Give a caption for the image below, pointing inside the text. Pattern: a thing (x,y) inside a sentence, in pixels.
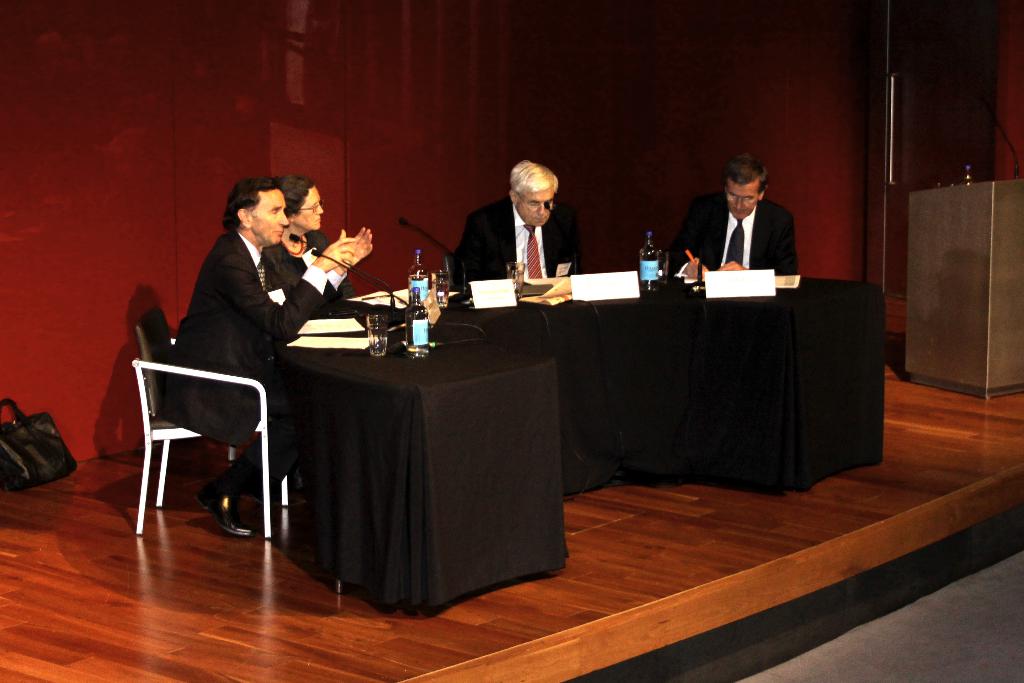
In this image I can see few people (251,401) are sitting on chairs (193,374) in the center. I can also see a table (432,378) in front of them. On this table (482,309) I can see few boards (436,307), few bottles (419,326), few papers (352,326) and few mics (397,319). On the right side of this image (918,207) I can see a podium (923,217) and on it I can see one more mic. On the left side of this image (58,432) I can see a black colour bag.
